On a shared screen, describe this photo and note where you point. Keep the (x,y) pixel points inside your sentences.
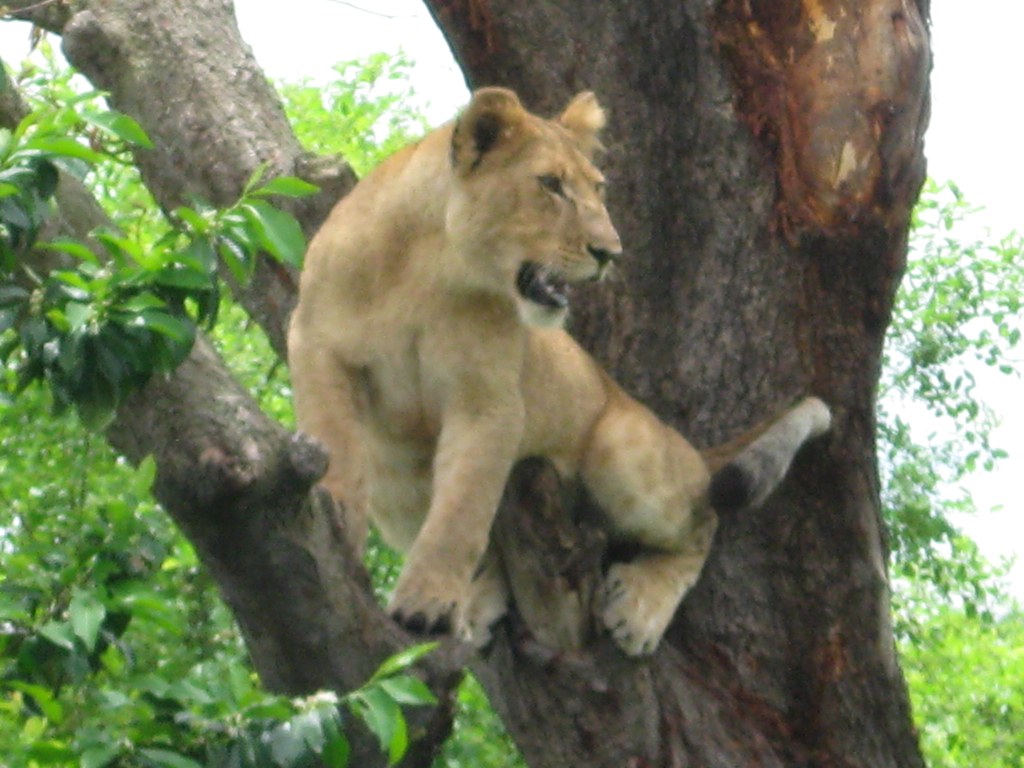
In the foreground of this image (315,456), there is a lion (537,133) on a tree (755,279). In the background (352,40), there is the sky (305,18).
